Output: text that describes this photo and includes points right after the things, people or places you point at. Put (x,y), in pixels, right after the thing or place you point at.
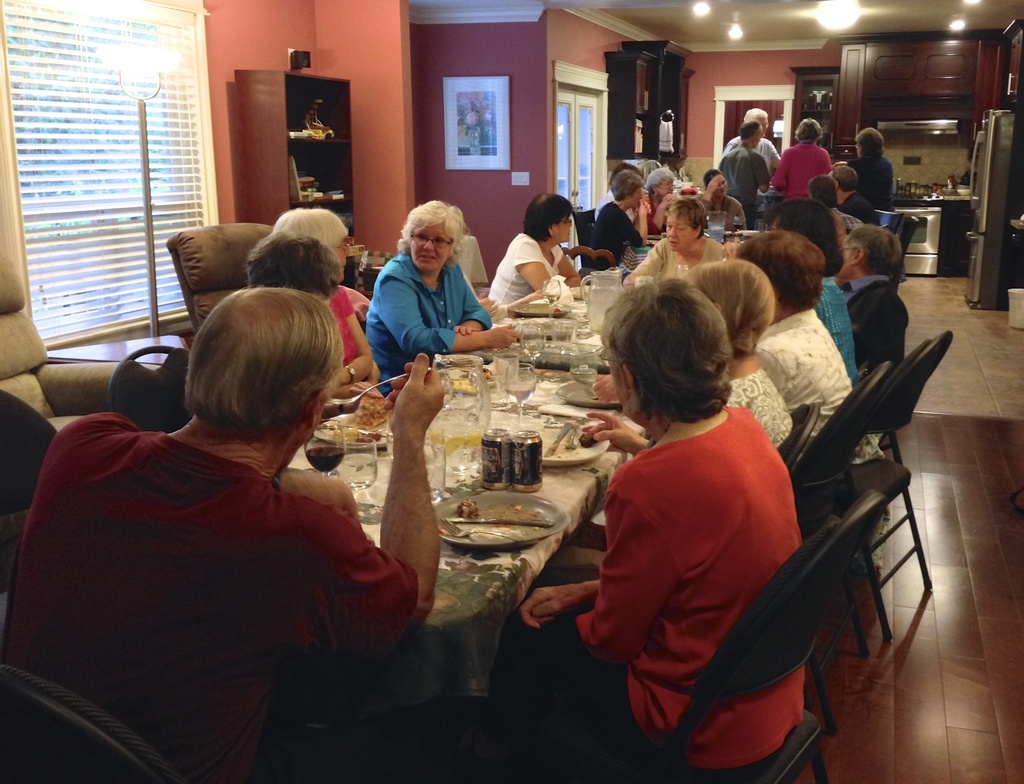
In this image there are group of people (623,448) sitting on the chairs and having their food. This is a table (467,591) at where many objects (527,440) were placed. there is a refrigerator (990,228) at the background (923,240), an oven (924,226) and some objects (928,192). It seems like a kitchen area (917,188). These are the ceiling lights (837,25) which are the top of the image (837,25). I can see a photo frame (467,137) which is attached to the wall (522,63) and this is a rack (305,170) where some things (319,136) are kept. I can see some objects (481,380) like wine glass (326,456), tins (486,458), plate (504,540), spoons (365,389), water jug (591,306) and some other food items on the table (539,394). This is a couch (236,258). I can see a window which is closed and blinds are hanged over there. It seems like a house party.
